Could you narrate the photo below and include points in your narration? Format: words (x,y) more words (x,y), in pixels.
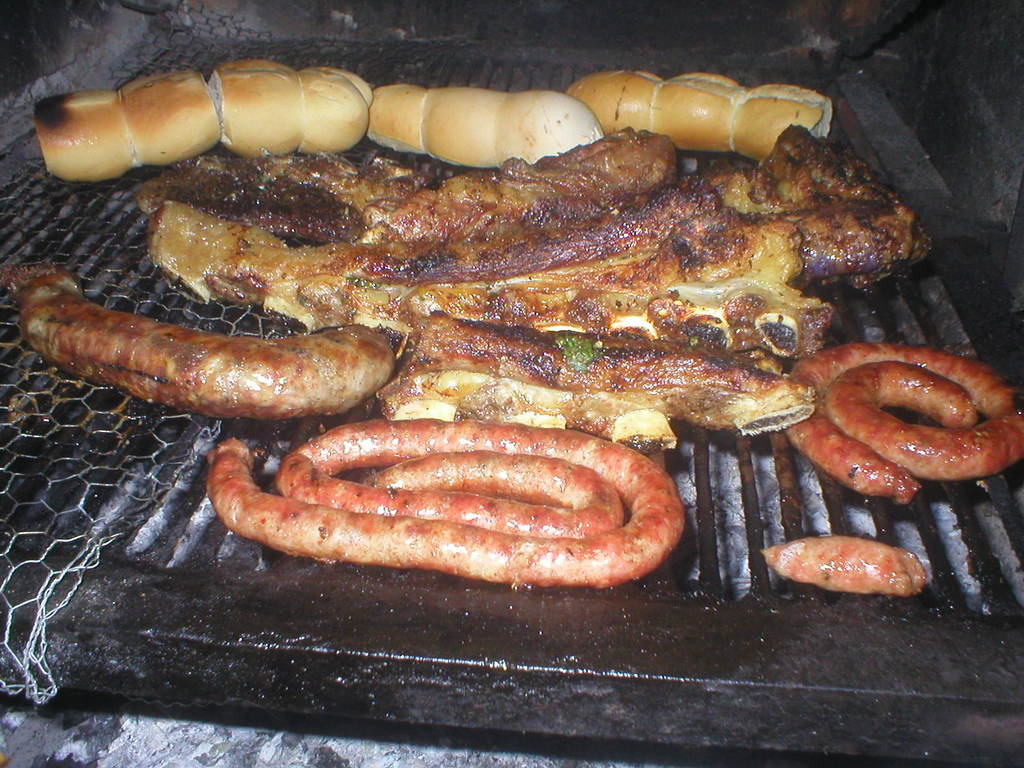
In this image we can see some food (351,329) on the grill (722,169).
